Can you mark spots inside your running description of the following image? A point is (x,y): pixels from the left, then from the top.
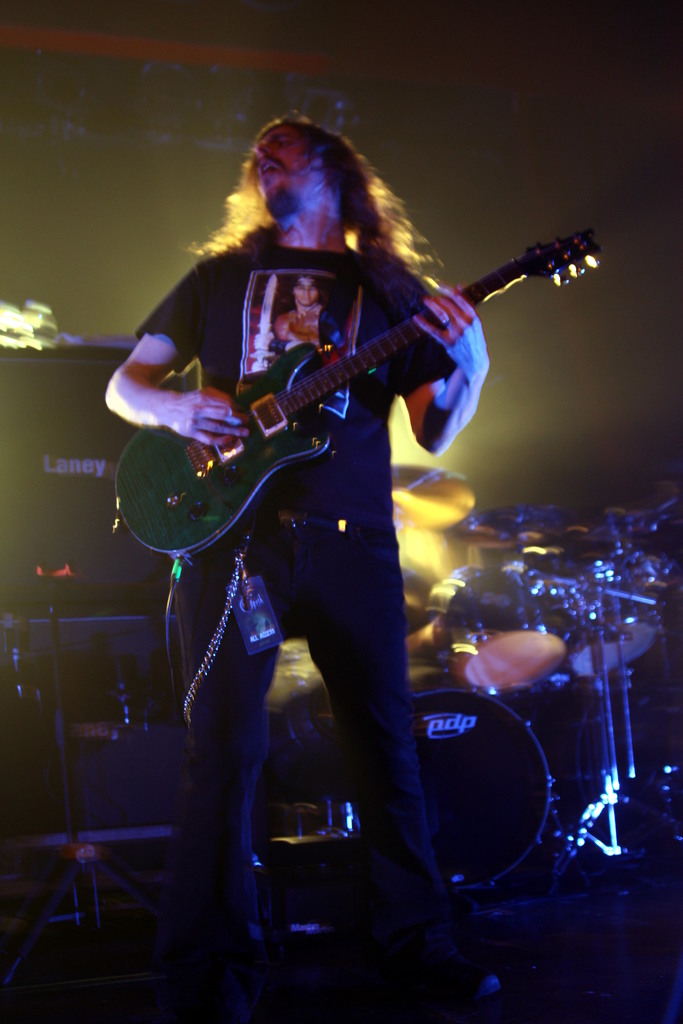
In this image we can see a person (221,872) playing a guitar (273,466), behind to him there are drums (611,742), and electronic objects (97,403), and the background (423,24) is dark.
